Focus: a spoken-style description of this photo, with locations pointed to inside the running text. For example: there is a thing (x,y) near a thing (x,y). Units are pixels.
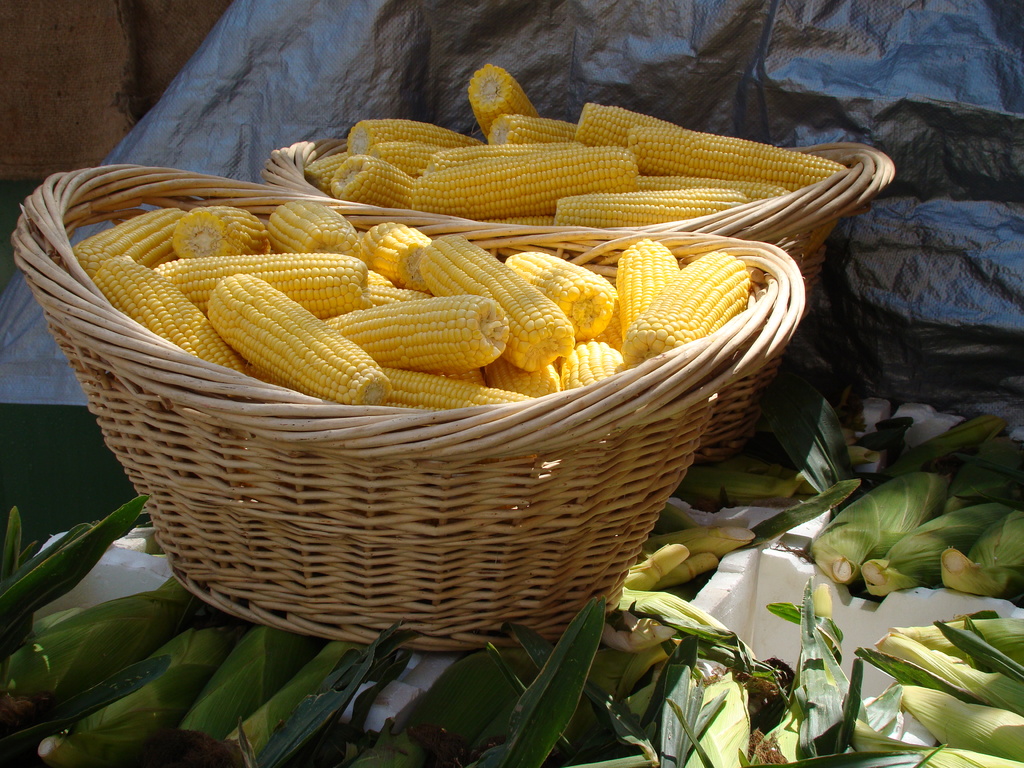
In the picture there are two wooden baskets (661,405) filled with sweet corns (445,386) and there are some other corns (927,491) kept around those baskets (510,553) and behind the baskets (495,562) there is a cover (968,153).
